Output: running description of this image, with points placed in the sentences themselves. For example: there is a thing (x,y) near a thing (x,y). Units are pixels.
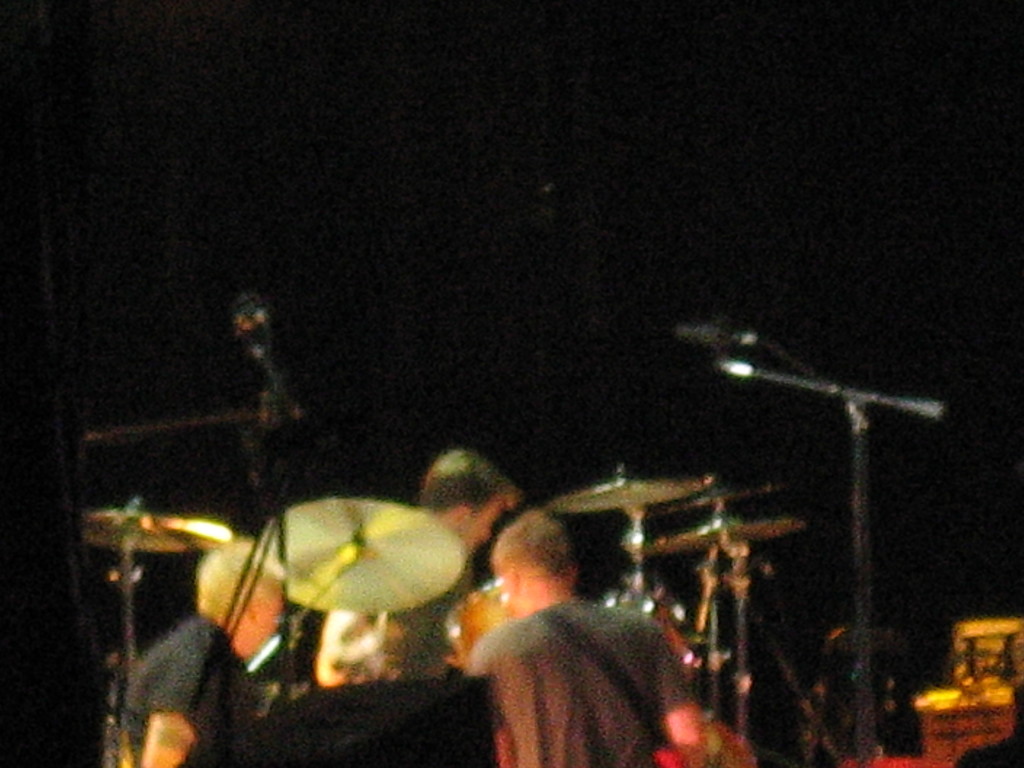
In the picture I can see group of the few people (501,570) with music instruments (313,564). This is a blurred picture. The background of the picture (593,188) is a totally black color.
